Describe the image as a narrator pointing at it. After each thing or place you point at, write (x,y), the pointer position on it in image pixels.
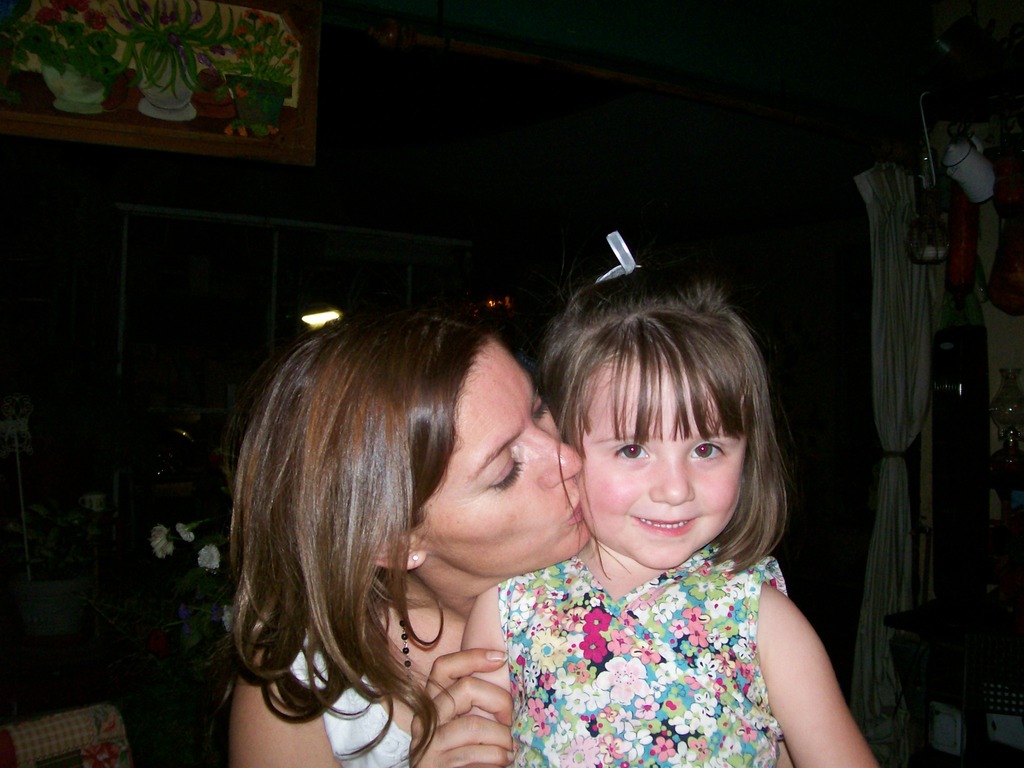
In this image I can see a woman (407,554) and a girl (644,584). I can also see smile on the girl's face (608,464). In the background (887,434) I can see a curtain (898,679), a table (979,609) and few other stuffs (985,706). On the top left side of the image (271,84) I can see a painting (47,25) on the wall (91,265) and I can also see few white colour things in the background (154,531). I can also see this image is little bit in dark.
